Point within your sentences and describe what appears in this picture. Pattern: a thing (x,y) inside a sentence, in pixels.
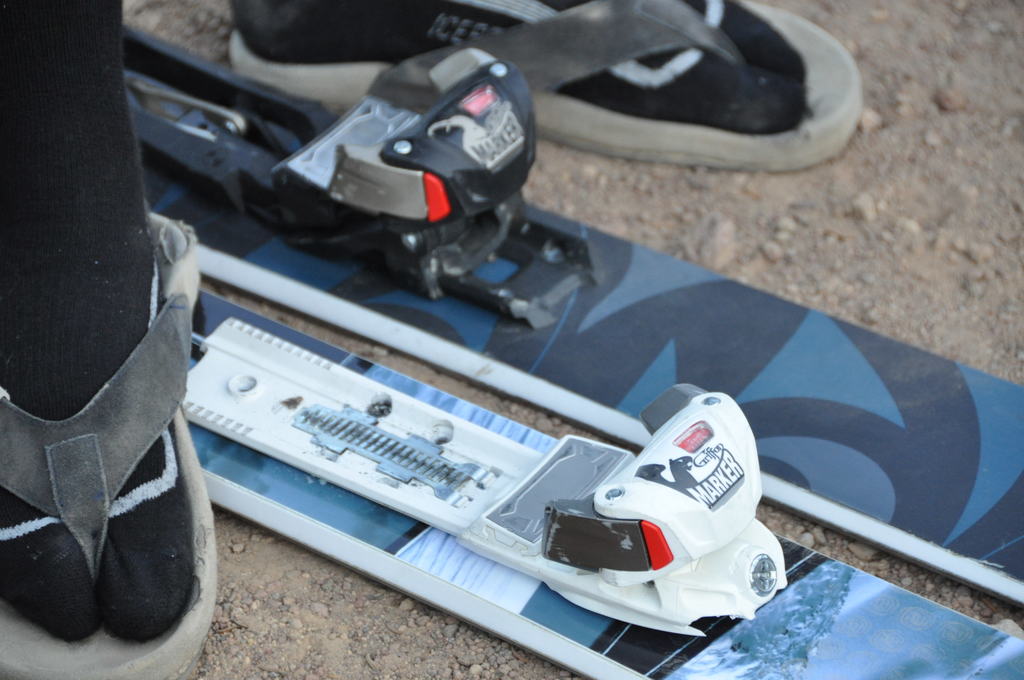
In this image we can see persons legs (452,26) wearing slippers (531,69). There are skiing boards (645,426). At the bottom of the image (331,667) there is ground (328,657).
